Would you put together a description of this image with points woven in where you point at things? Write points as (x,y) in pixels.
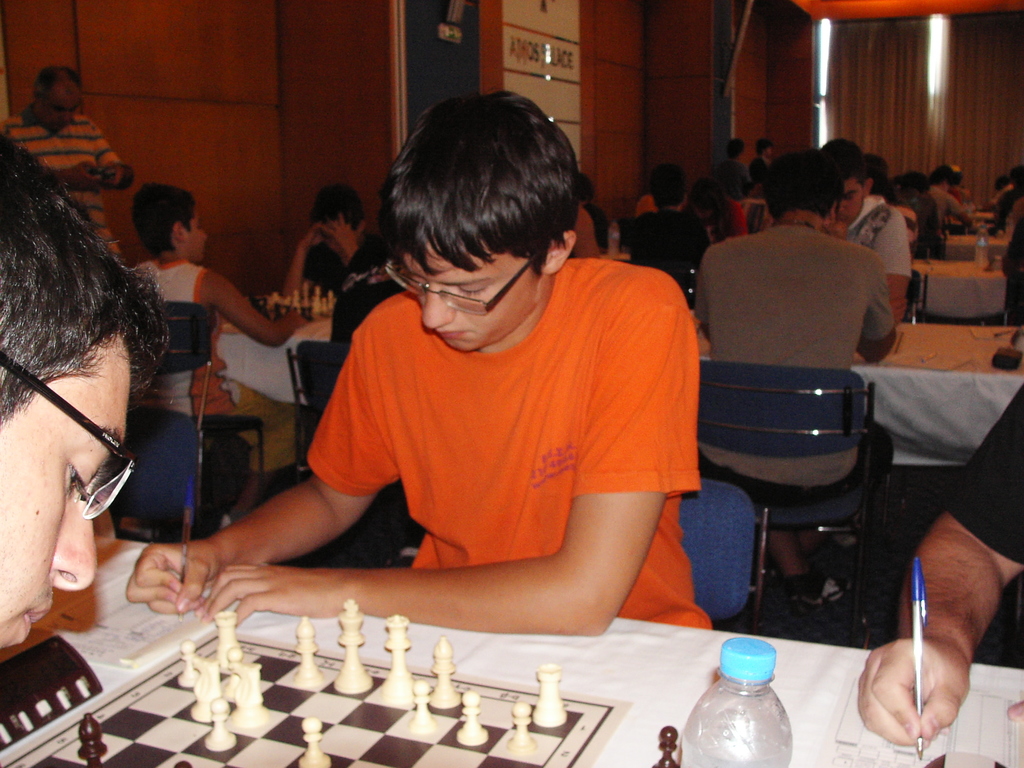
We can see some persons (772,475) sitting on chairs (919,296) and these persons (571,493) holding pens (918,655) in their hands (876,655) and writing. We can see bottle (713,721) on the table (693,706) and also chess pieces (451,672).
